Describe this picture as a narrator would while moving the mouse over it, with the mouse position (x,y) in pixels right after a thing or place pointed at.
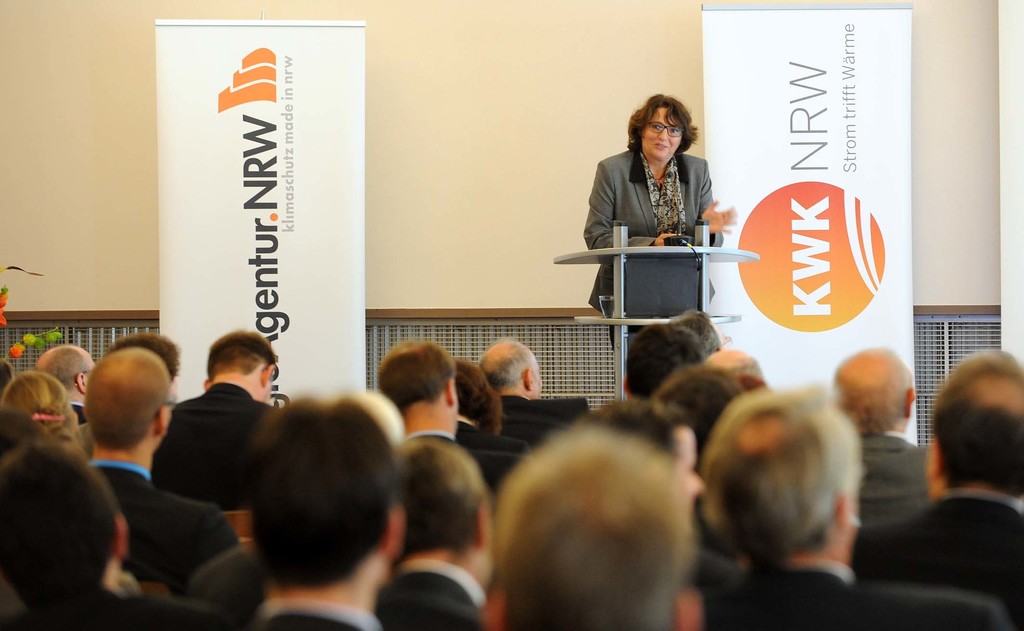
In this picture there are group of people (310,458) sitting on the chairs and there is a woman (660,203) standing behind the podium (615,311) and there is an object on the podium (644,299). At the back (599,356) there is a wall (448,300). On the left side of the image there is a flower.
